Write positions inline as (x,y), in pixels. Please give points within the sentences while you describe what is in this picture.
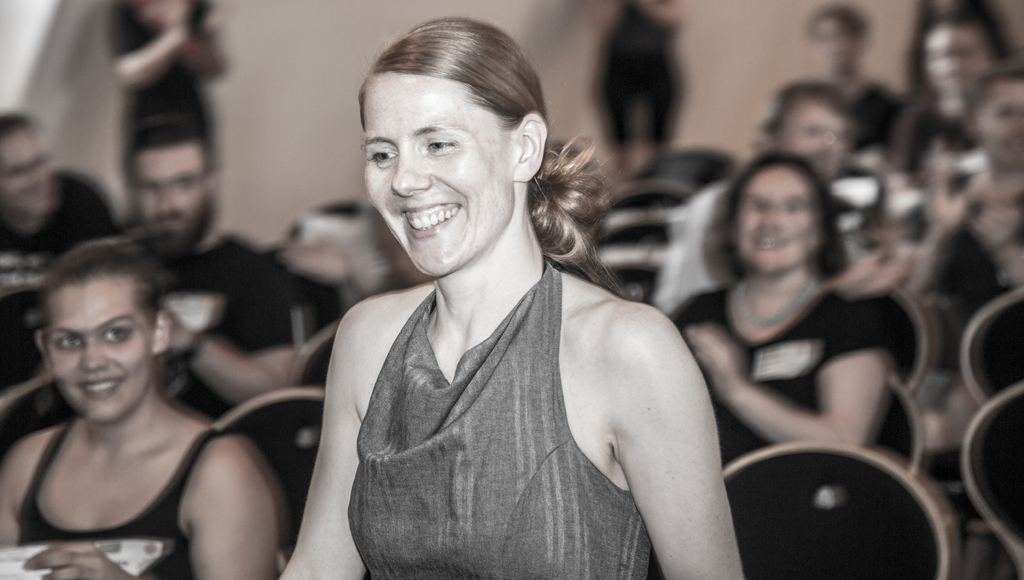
This picture describes about group of people (682,320), few are seated and few are standing, in the middle of the image (577,289) we can see a woman (584,295), she is smiling.
